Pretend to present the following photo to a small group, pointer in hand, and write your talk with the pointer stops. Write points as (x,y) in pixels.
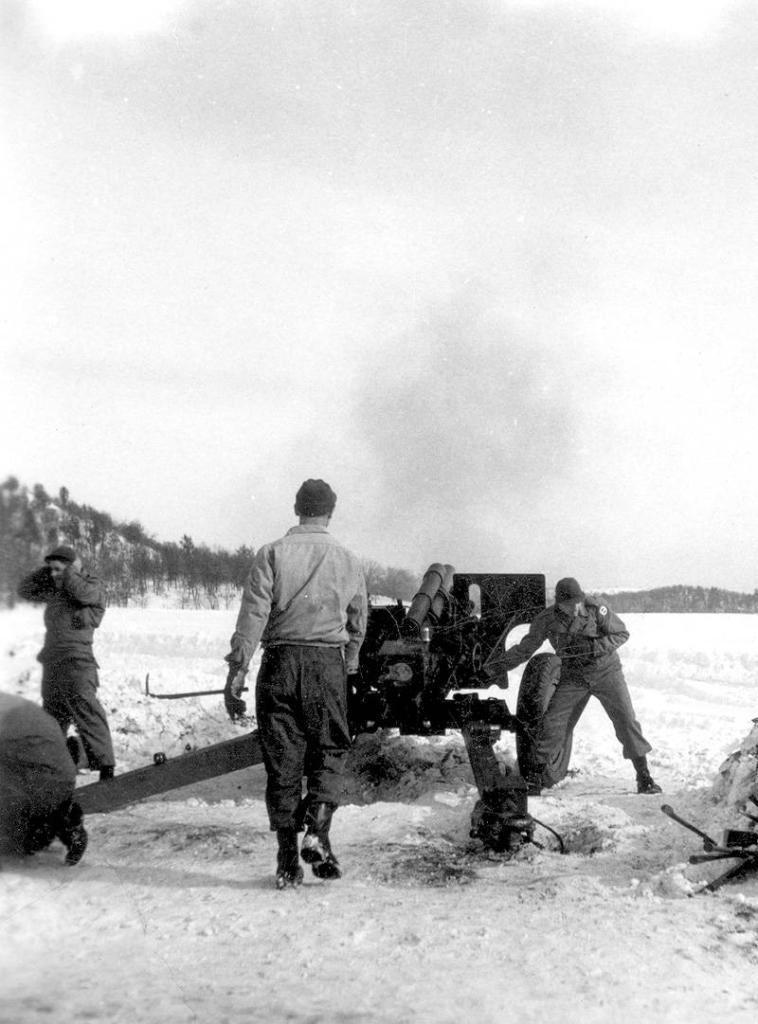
In this image we can see there are so many people (16,785) standing beside the gun (375,652) and operating it, beside them there are so many trees (105,542) on the mountain (95,535).
